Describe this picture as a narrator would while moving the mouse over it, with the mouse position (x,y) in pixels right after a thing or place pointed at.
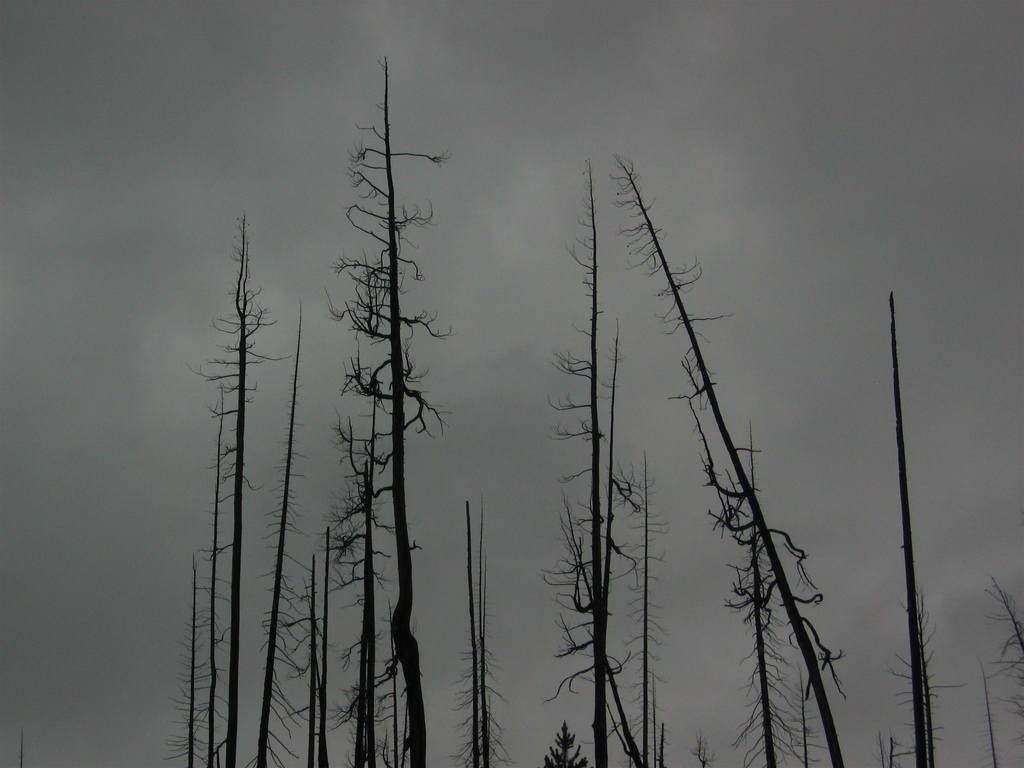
In this image, we can see some dry trees (802,701). In the background (347,391), we can see the sky (765,64).
